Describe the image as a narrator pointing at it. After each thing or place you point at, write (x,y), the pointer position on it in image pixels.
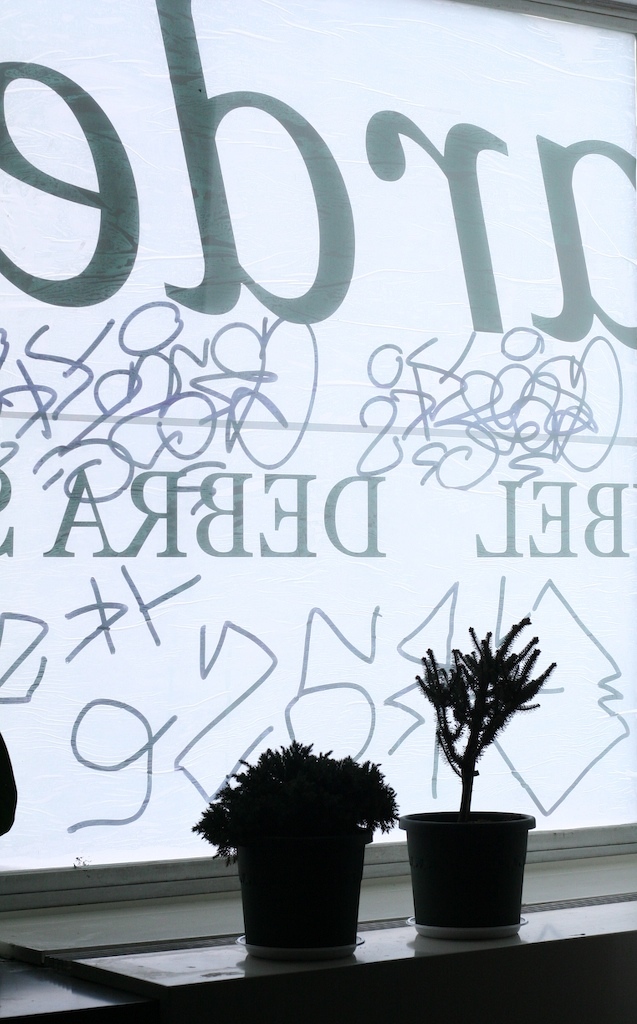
In this image there are flower pots (515,844), plants (255,824), and there is a board (273,308). On the board (278,238) there is text (118,229), at the bottom (106,989) there might be a table (565,997).
